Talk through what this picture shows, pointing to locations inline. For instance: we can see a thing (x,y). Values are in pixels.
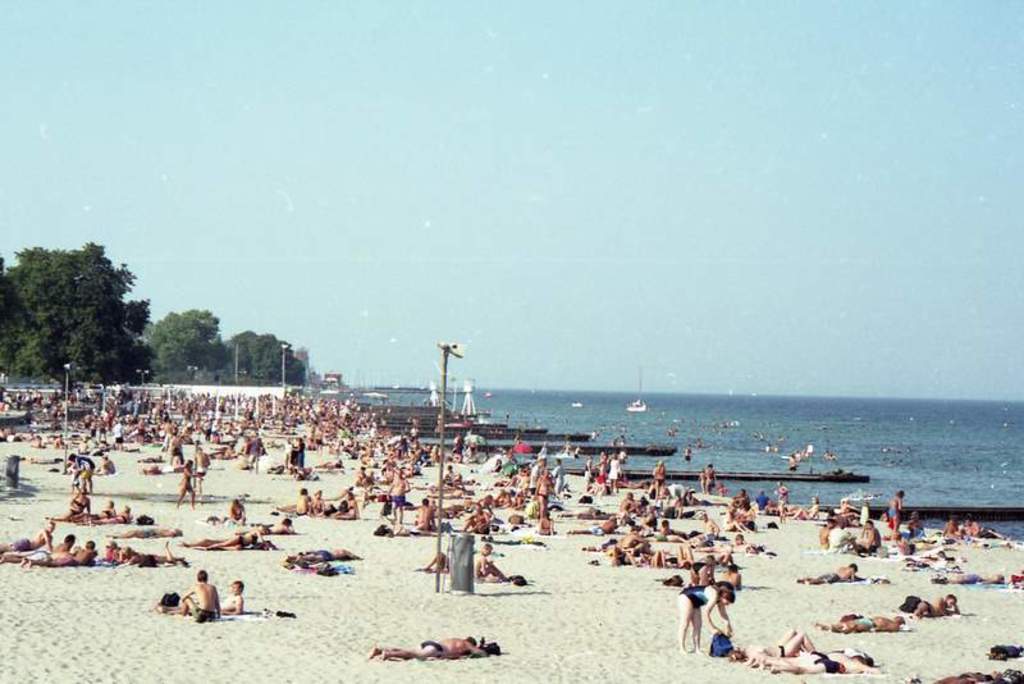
Here we can see people (305,562), sand (547,617) and pole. In the background (308,346) we can see water (570,408), trees (52,327) and sky (370,344).
